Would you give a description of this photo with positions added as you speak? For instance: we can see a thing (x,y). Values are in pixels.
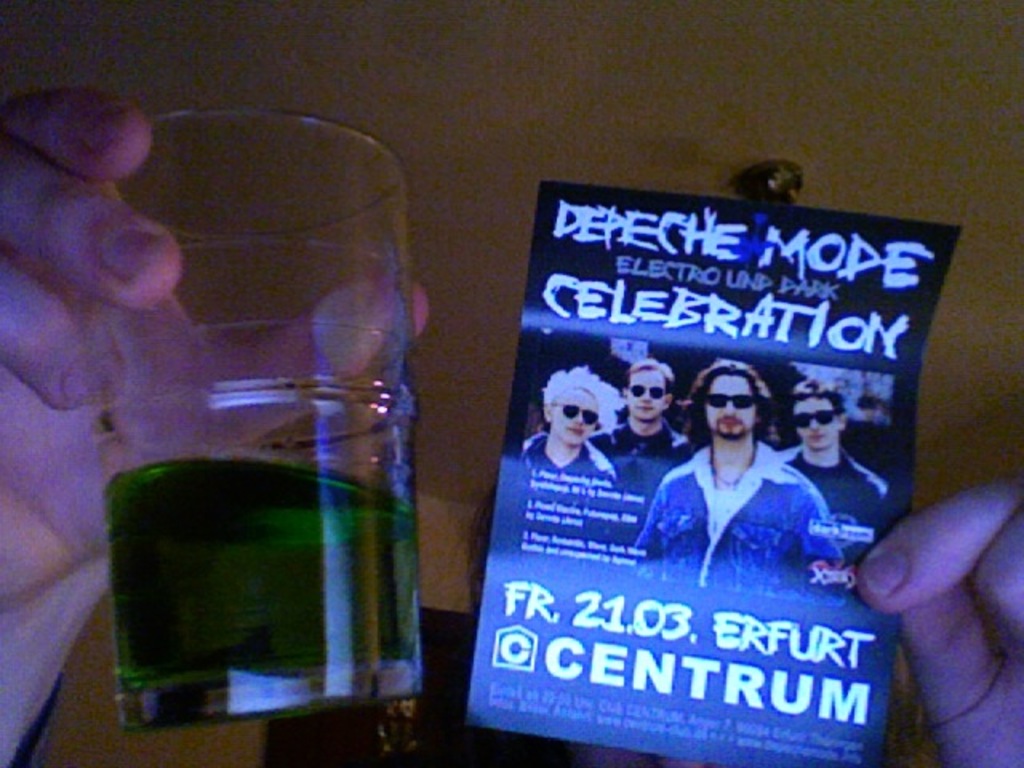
In this image we can see a person (371,322) is holding a glass (349,295) with liquid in it and a poster (769,382) in the another hand (968,679). In the background (462,96) we can see an object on the ceiling (428,137) and wall (180,755).
